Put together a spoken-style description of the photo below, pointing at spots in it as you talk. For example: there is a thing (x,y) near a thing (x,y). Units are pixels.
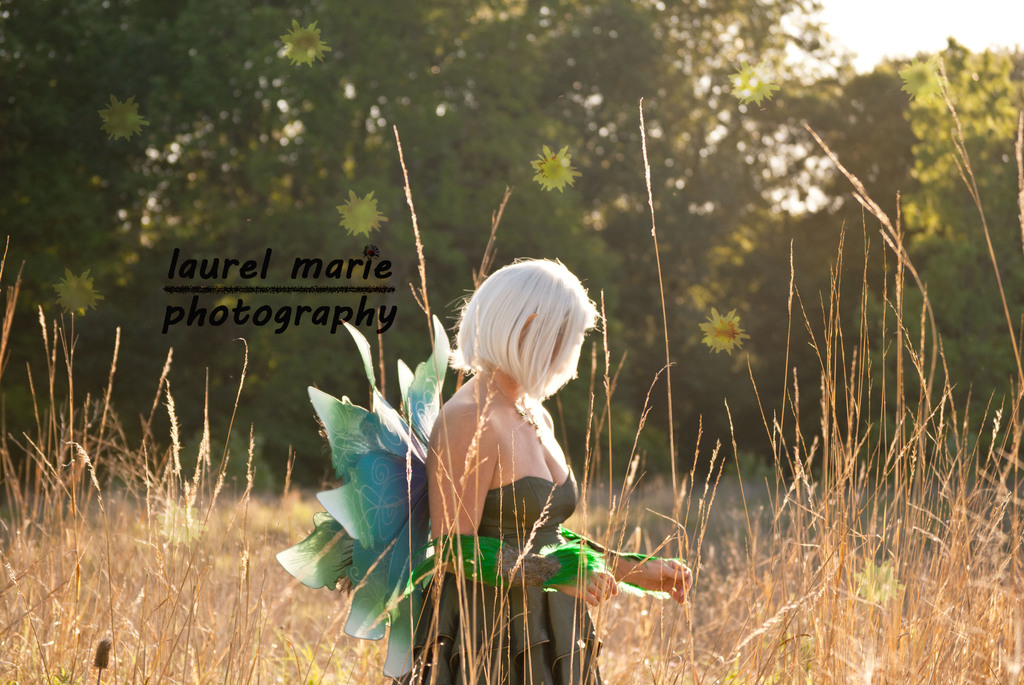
In the center of the image (531,454) we can see a lady (467,357) is standing and wearing a costume (435,391). In the background of the image (571,443) we can see the trees (690,411). At the bottom of the image (659,536) we can see the plants (1001,555). On the left side of the image (216,305) we can see the text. In the top right corner (927,32) we can see the sky (940,26).
